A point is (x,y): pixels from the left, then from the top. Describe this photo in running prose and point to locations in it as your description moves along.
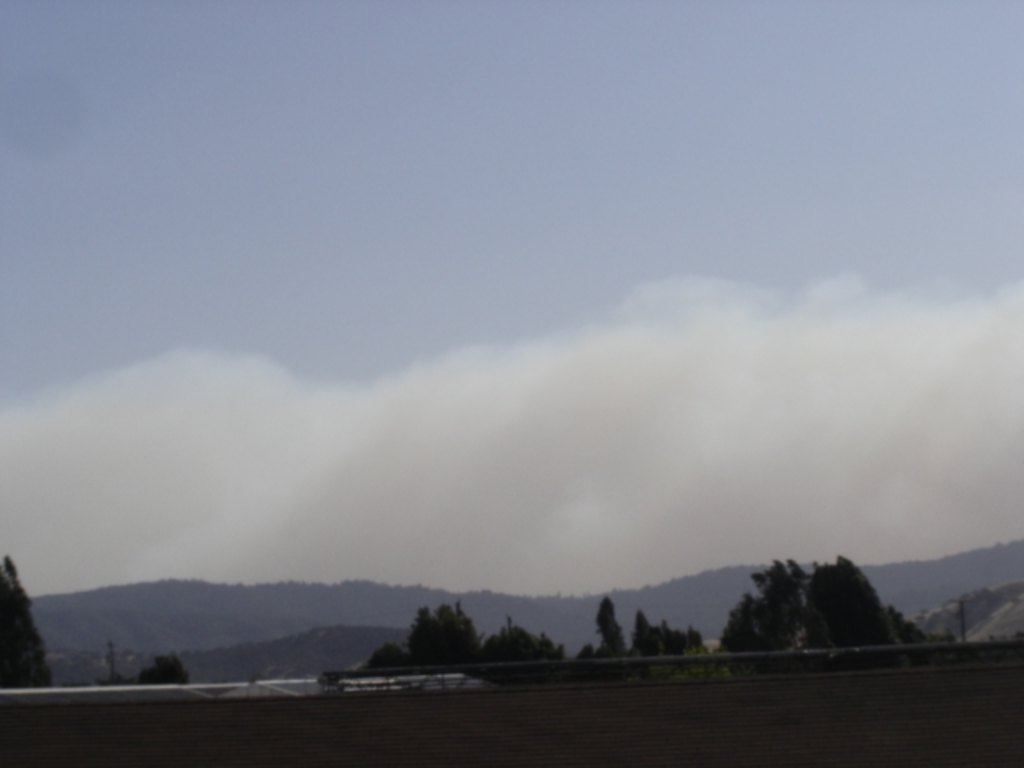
In this image at the bottom (488,734) there is a wall (803,736) and pole (513,664), and in the background (187,657) there are some mountains (533,617) and trees (869,602). On the top of the image (563,195) there is sky (624,393).
